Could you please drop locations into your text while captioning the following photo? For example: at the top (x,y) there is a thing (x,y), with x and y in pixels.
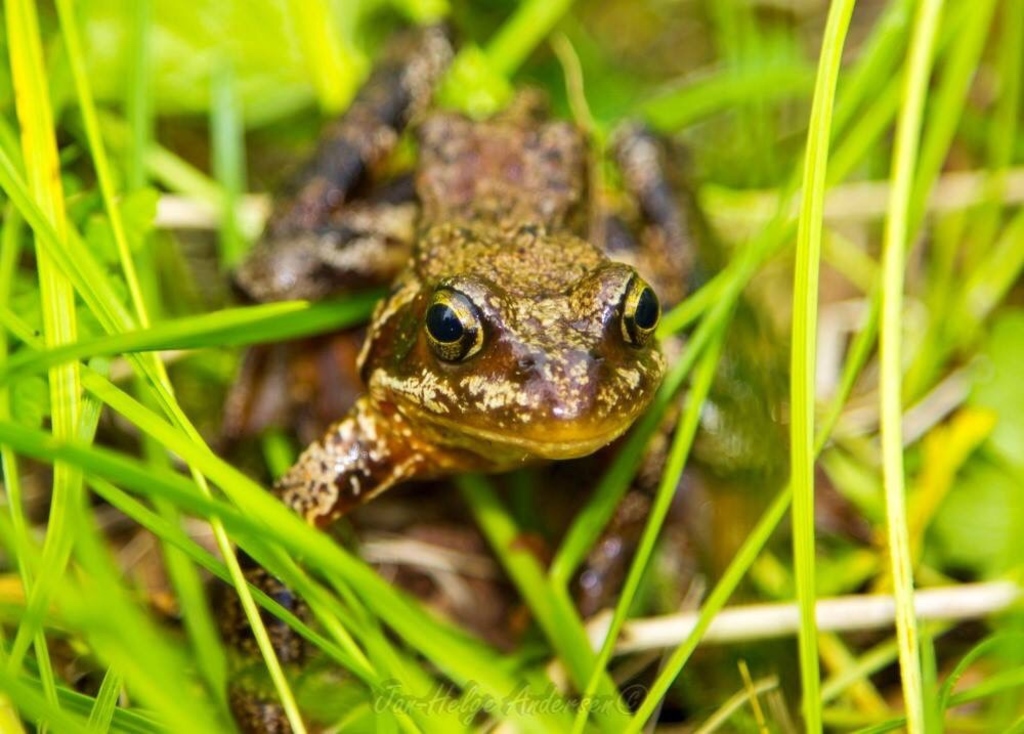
In this picture I can see a frog (432,470), and I can see grass (58,111).
